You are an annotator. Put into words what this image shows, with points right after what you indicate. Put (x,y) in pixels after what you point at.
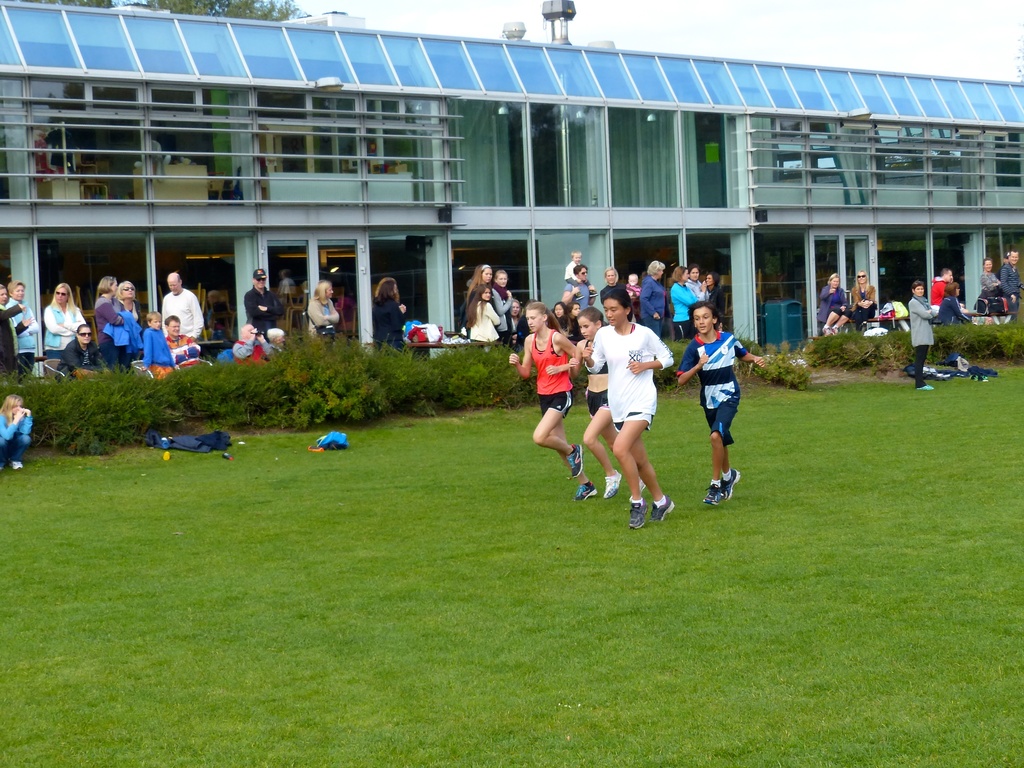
In this image we can see people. At the bottom (447,541) there is grass (310,496) and we can see plants (532,398). In the background (471,211) there is a building (399,204) and we can see trees (246,13). There is sky (735,28). We can see clothes (325,445).
